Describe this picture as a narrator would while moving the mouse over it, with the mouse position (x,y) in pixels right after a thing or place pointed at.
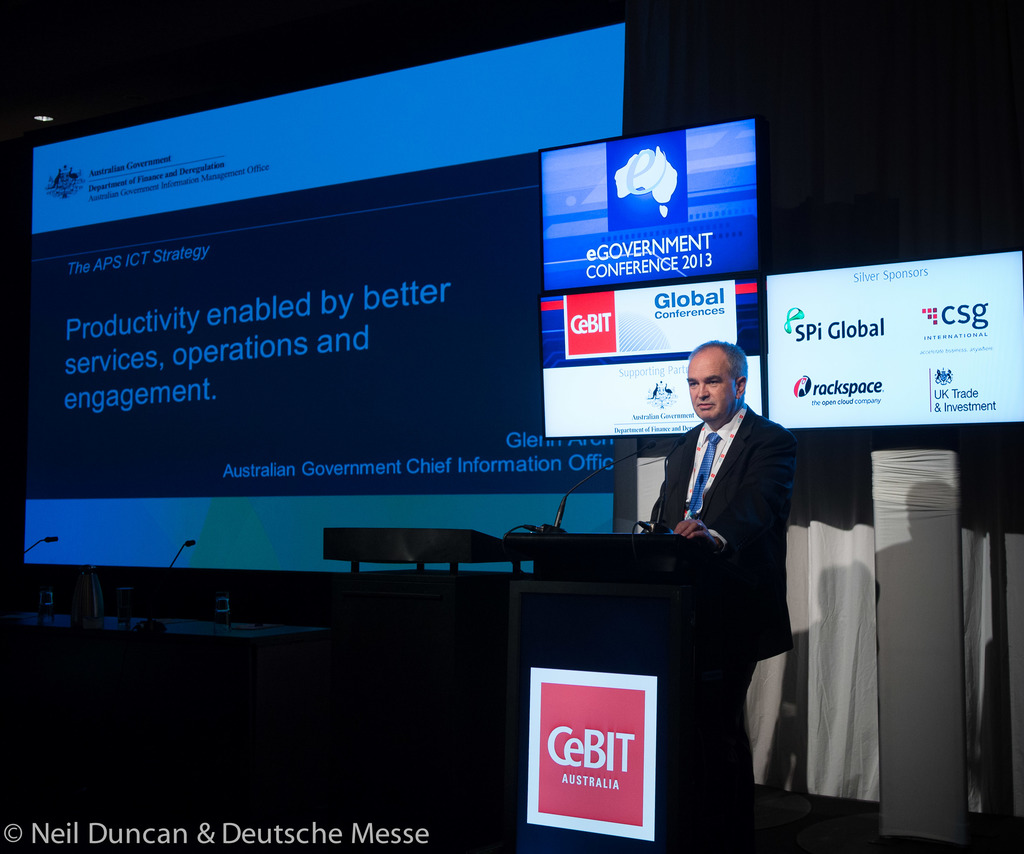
In this image we can see a man (732,692) is standing. He is wearing a suit (720,484). In front of the man (724,496), we can see a podium (648,631) with poster (575,763). In the background (594,402), we can see a screen (356,292) and monitors (803,279). There is a table (229,667) in the left bottom of the image (246,694). On the table (206,632), we can see glasses (50,596), bottles (97,603) and mics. We can see a stand (953,613) and a curtain (838,639) on the right side of the image (911,613).
